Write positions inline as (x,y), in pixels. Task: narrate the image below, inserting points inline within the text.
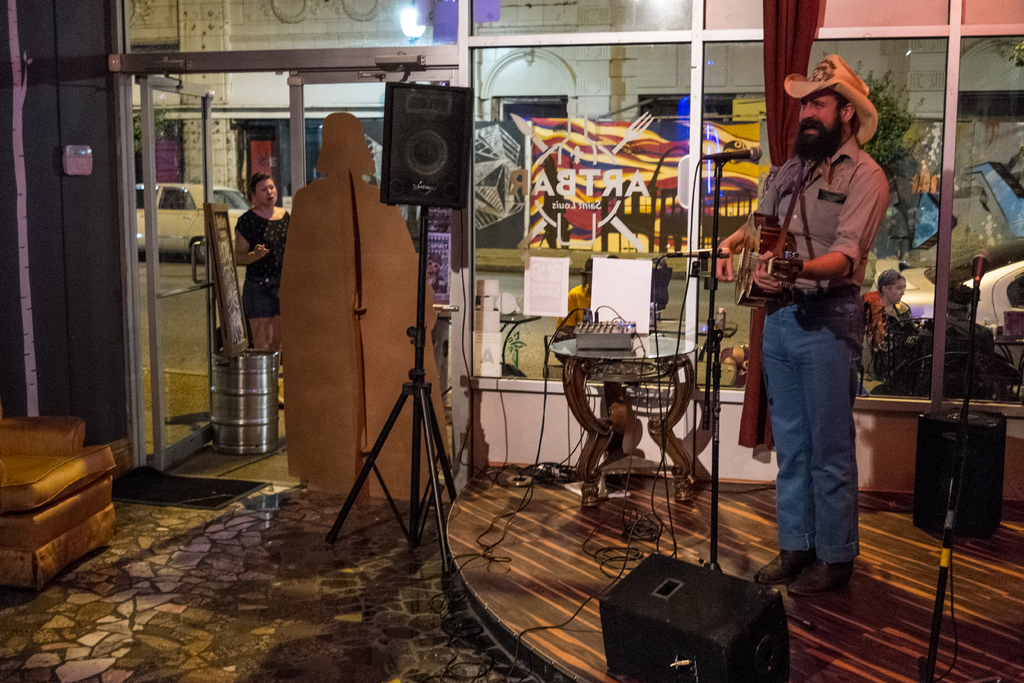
In this picture I can see a man (834,257) standing and playing a guitar (768,271) and I can see couple of microphones (709,258) and few speakers (427,194). I can see a machine (588,327) on the table (569,370) and a human (274,249) standing at the door (189,201) and I can see a board (227,261). From the glass (312,120) I can see a building (630,71), couple of cars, tree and I can see some text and a human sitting in the chair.
